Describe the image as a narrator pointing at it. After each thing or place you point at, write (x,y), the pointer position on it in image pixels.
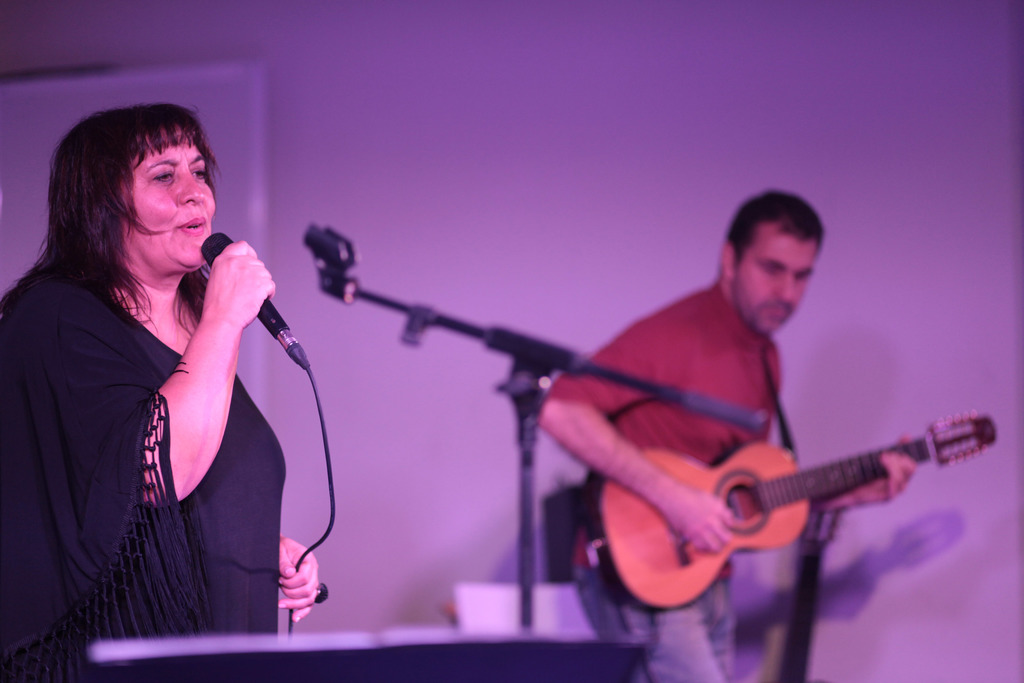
This picture is clicked inside the room (787,529). On the left corner of the picture (210,511), woman (210,565) in black t-shirt (112,447) is holding microphone (224,242) in her hands (239,251) and she is singing on it. On the right corner of the picture (729,281), man (688,344) in red t-shirt (697,359) is holding guitar (663,544) in his hands (695,501) and playing it. Behind him, we see a wall (391,111) which is white in color.
